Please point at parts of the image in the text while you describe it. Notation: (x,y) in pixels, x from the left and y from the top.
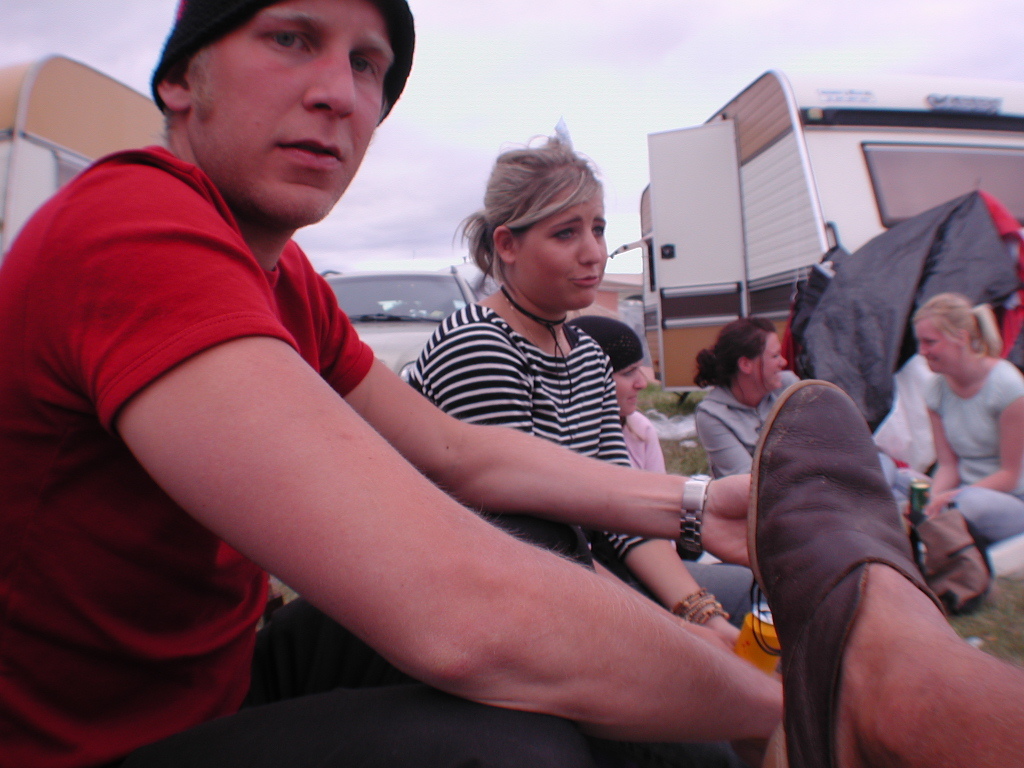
In the foreground of the picture (483,411) we can see group of people (540,424), grass (1006,585), backpack (929,561) and various other objects (909,226). In the middle of the picture (380,314) there are vehicles (445,303) and grass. In the background (612,303) we can see sky (628,189) and a building (614,300).
